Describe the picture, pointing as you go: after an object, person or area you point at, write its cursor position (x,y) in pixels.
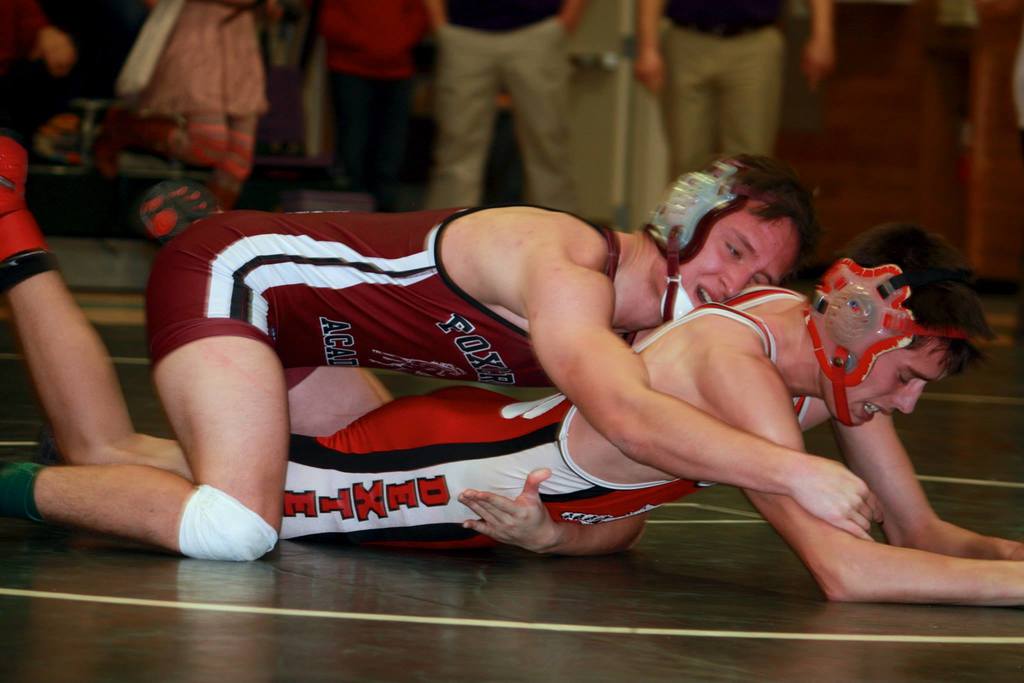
This image consists of two men (369,379) fighting. At the bottom (118,590), there is a floor (98,562). In the background (725,8), there are many people (335,66) standing.
